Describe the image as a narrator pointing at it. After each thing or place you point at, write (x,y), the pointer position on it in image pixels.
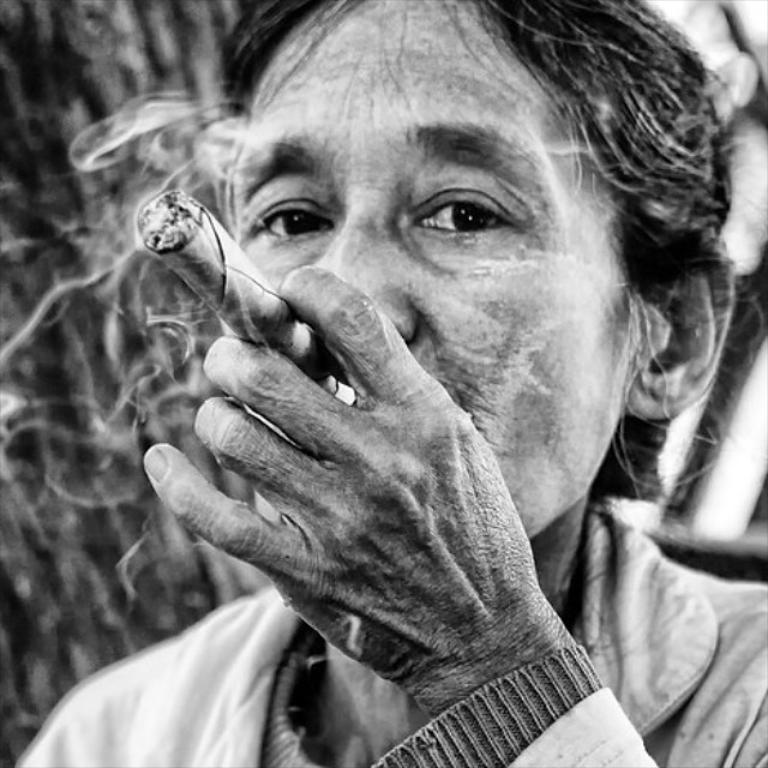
In this image I can see the black and white picture of a woman (437,475) wearing dress (607,736) is holding a cigar (249,288) in her hand (249,363). I can see few other objects (104,360) in the background (112,357).
